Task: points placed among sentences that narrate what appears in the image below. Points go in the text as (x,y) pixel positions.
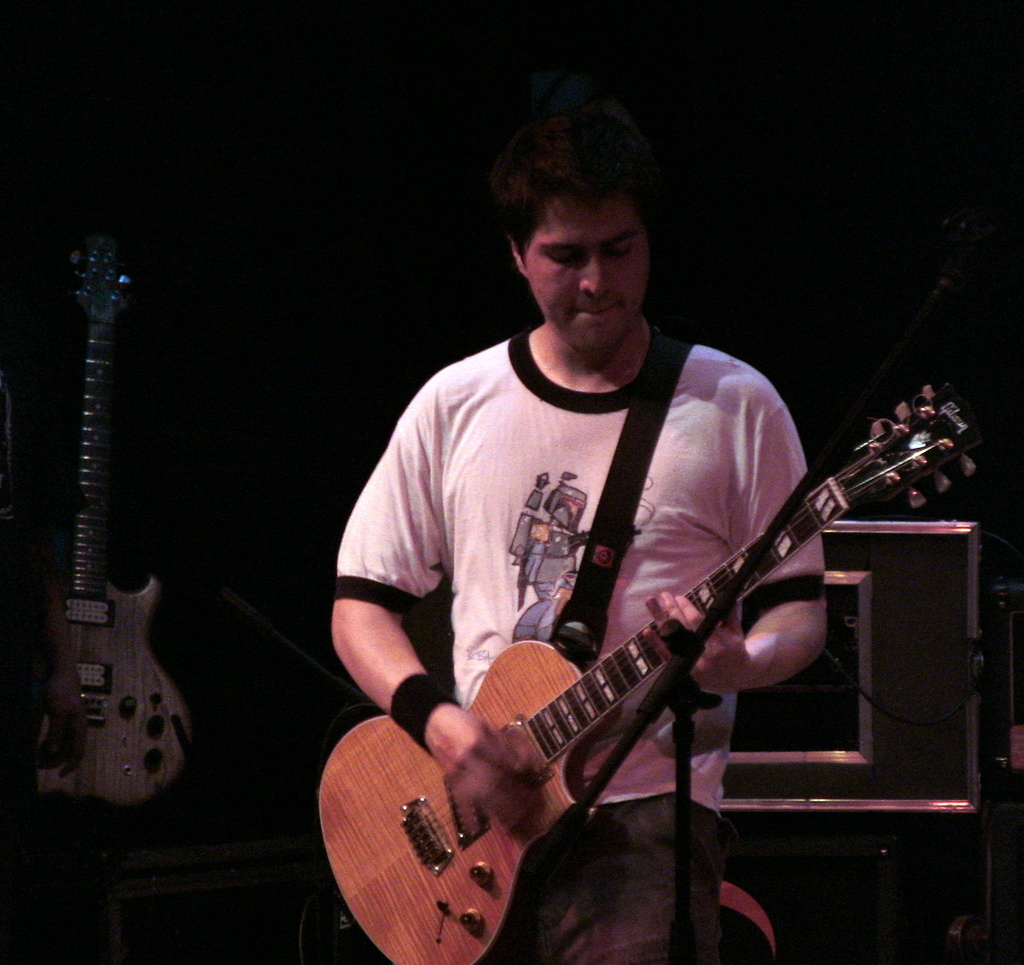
In this picture there is a person (421,715) who is standing at the center of the image (433,563), by holding the guitar (855,457) in his hands (737,626) and there is another guitar (85,785) at the left side of the image (98,563).
